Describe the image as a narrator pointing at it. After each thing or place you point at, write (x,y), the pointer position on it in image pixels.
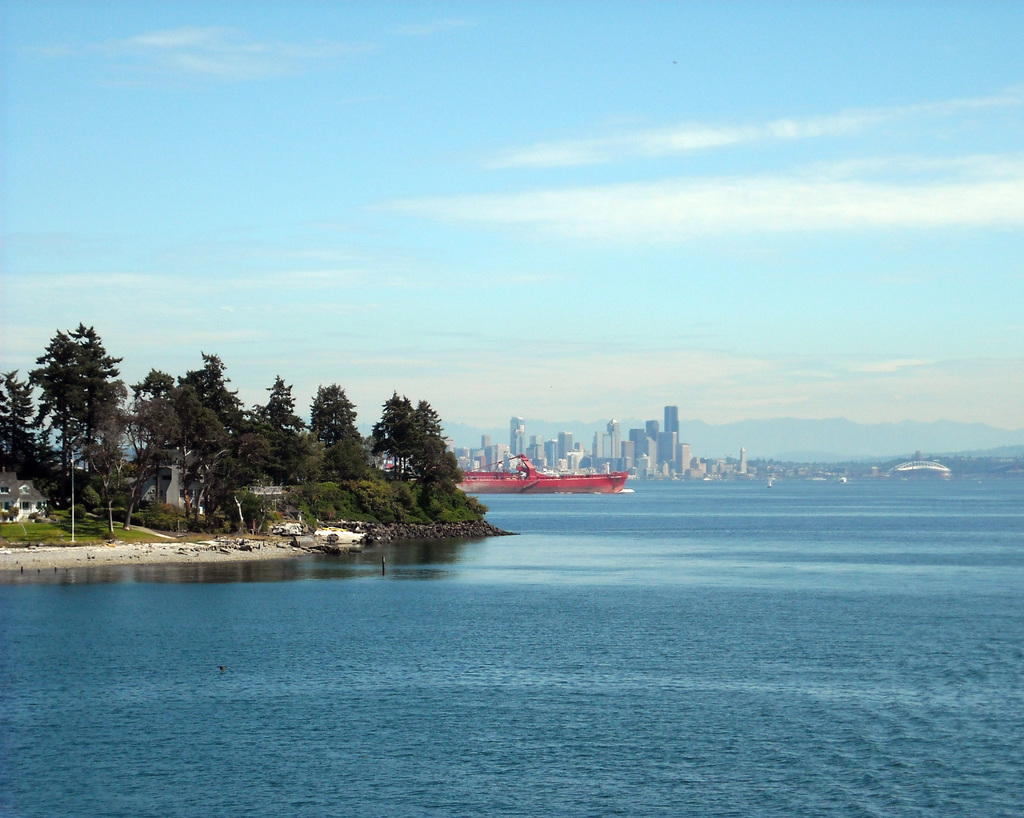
This picture is clicked outside the city. In the center (586,476) there is a red color boat (613,487) in the water body (601,589). On the left (204,540) we can see the grass (32,535), plants (260,498), trees (46,459) and some houses (12,501). In the background (639,318) there is a sky (679,318) and we can see the buildings (667,435) and some other objects (792,435).
